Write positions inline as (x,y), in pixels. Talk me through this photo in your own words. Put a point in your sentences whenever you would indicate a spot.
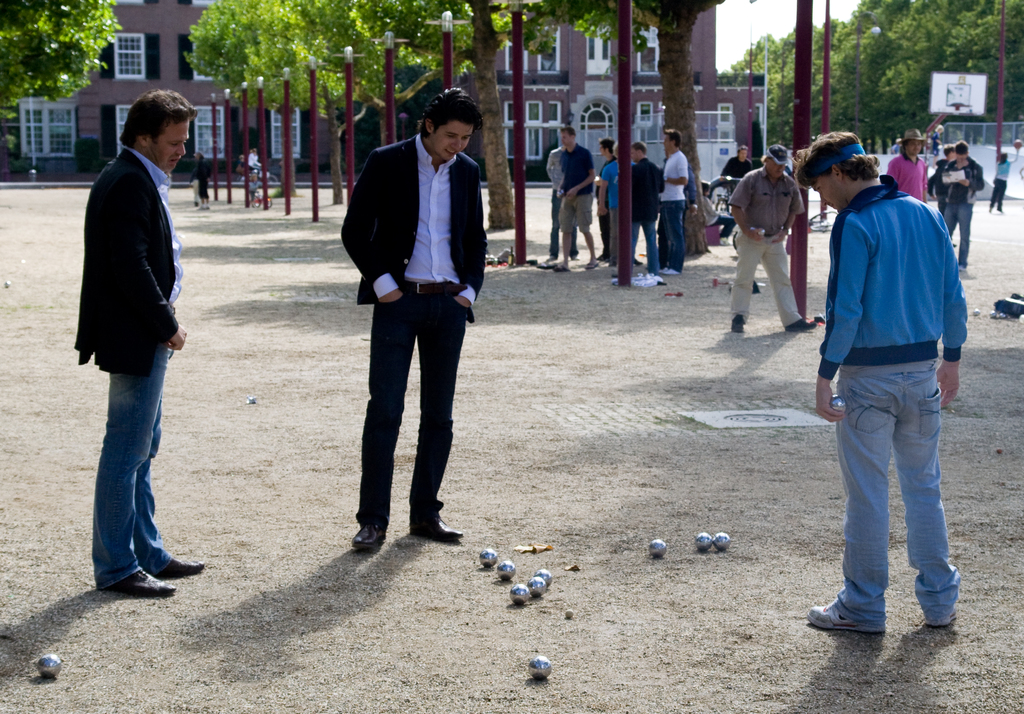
In this image we can see there are people (359,264) standing on the ground (481,570) and there are balls (534,582). At the back (517,202) there are poles (350,82) arranged in an order and there is the building (104,76) and trees (211,51). And at the side, we can see the board (960,101), fence (978,134) and the sky (756,29). And there are few objects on the ground (566,633).
